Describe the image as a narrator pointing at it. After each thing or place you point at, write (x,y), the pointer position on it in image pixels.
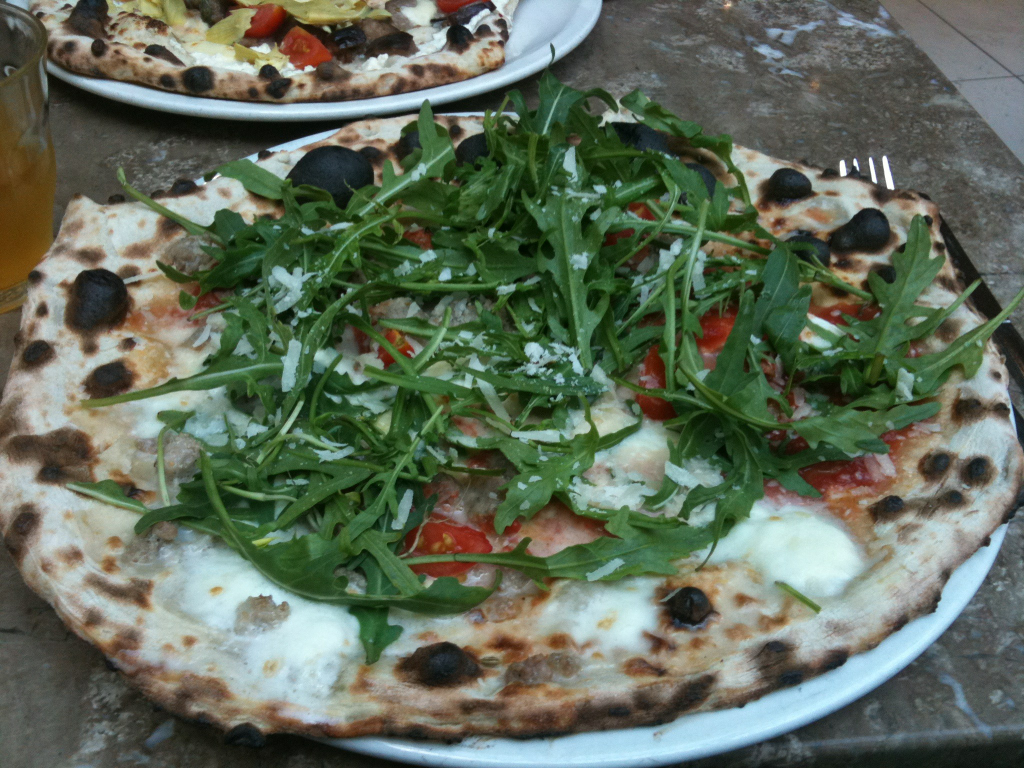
In this picture, it seems like a pizza (762,418) on a plate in the foreground area of the image (461,462), there is a glass (10,153) and another plate (139,103) at the top side (318,102). There is a fork (870,185) on the right side (866,160).
